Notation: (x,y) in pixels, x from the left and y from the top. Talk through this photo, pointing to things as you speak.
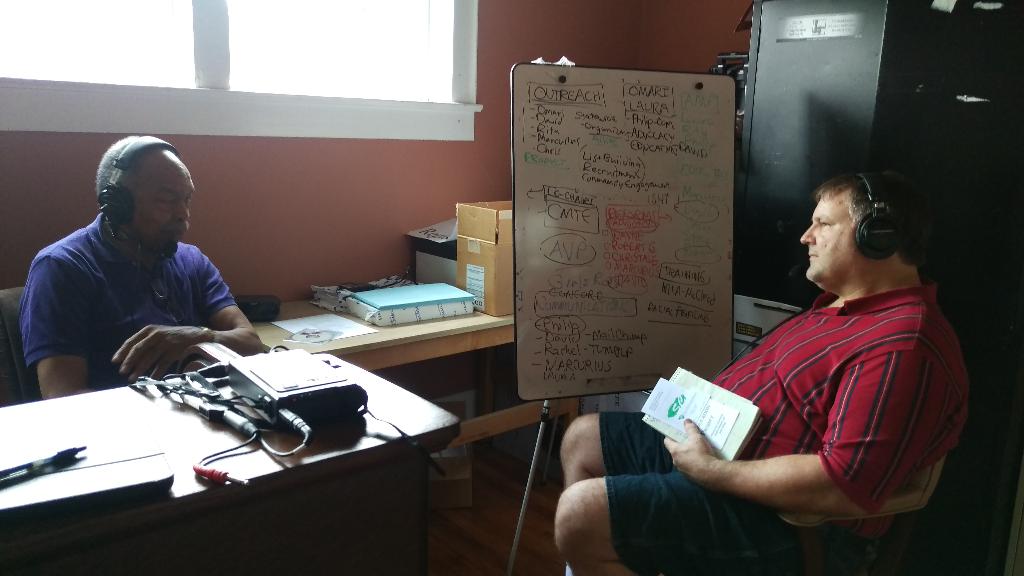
Here we can see two persons (656,428) are sitting on the chair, and he is holding the books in the hand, and in front here is the board (644,279), and at side here is the table (446,353) and some objects (348,389) on it, and here is the wall (382,206), and here is the window (289,74).
